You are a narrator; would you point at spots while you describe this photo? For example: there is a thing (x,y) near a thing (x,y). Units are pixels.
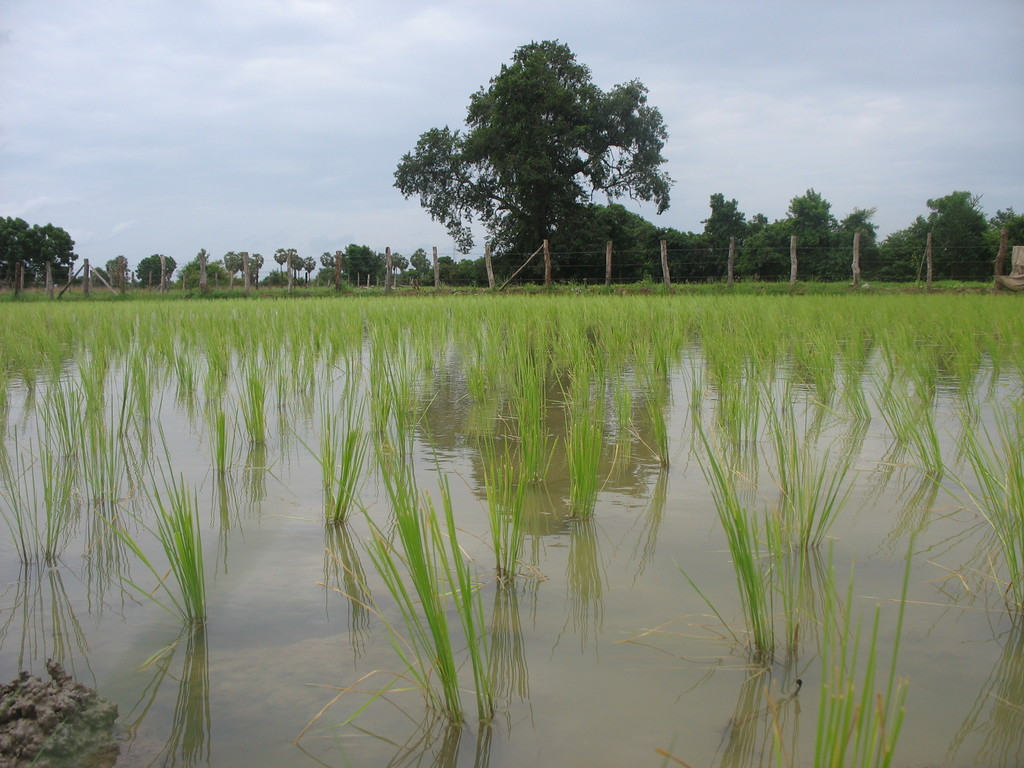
In this image there are few plants (262,425) on land (360,550) having water (563,571). Behind there is fence (289,276). Behind it there are few trees (577,164). Top of image (864,70) there is sky (345,67).
